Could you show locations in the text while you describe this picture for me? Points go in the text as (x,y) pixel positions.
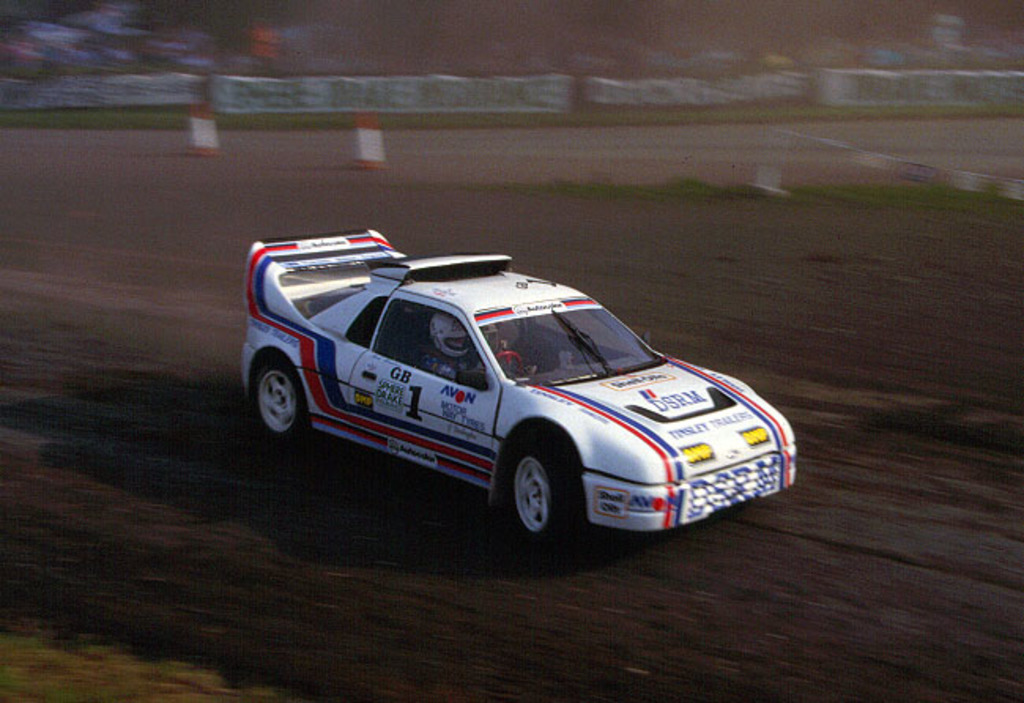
In the image a person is riding a vehicle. Behind the vehicle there is fencing (108,91). Background of the image (20,33) is blur.
